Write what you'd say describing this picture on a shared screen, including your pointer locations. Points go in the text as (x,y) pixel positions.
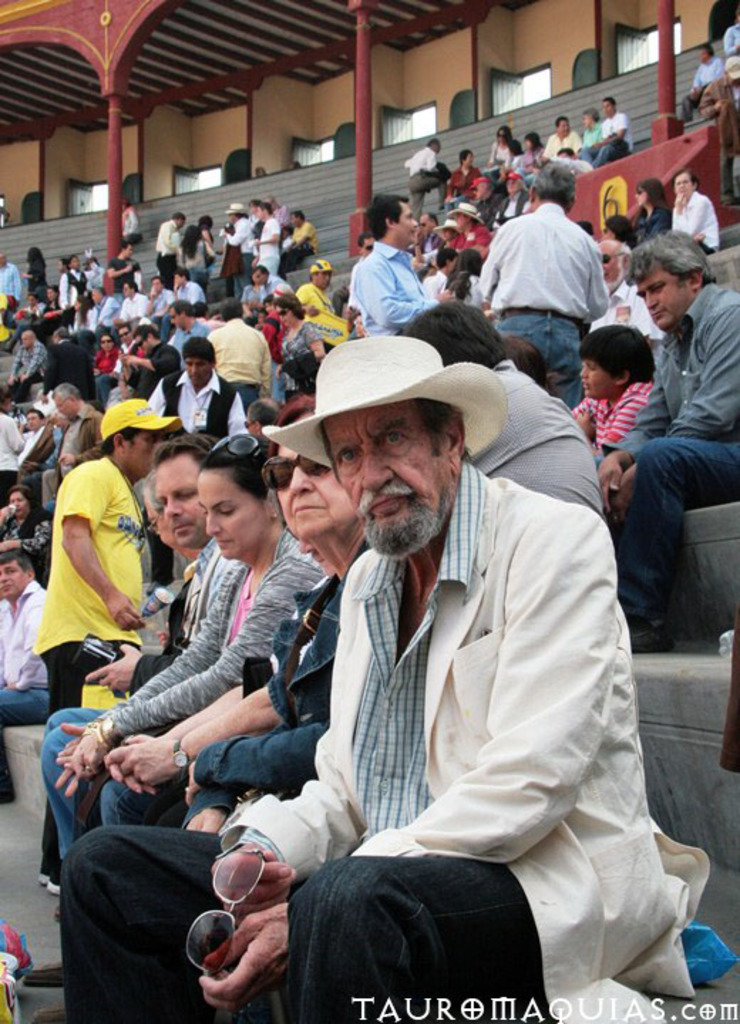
In this picture we can see some people (470,679) are sitting on stairs (102,396), in the background (661,44) there are three pillars (360,126), we can see some people (576,241) are standing, at the right bottom (658,1001) there is some text (378,1016).
